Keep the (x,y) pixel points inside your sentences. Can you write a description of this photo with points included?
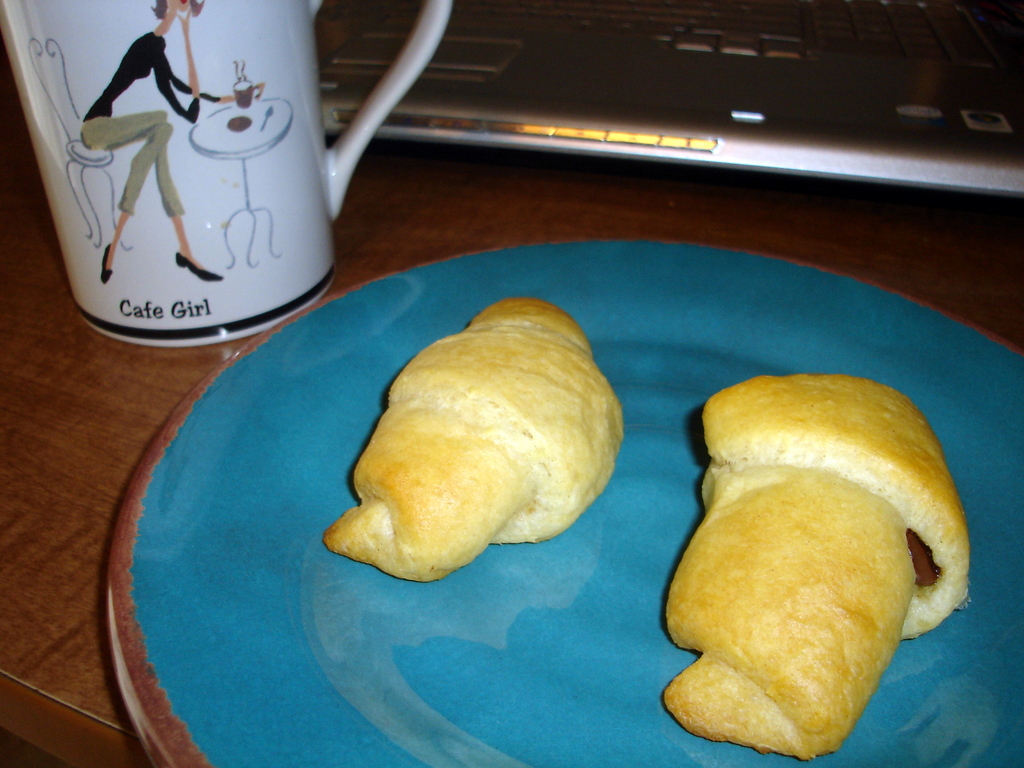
This image consists of food (466,511) which is on the plate (499,552) in the center (627,349). On the top (618,64) there is a laptop (636,64) and on the left side (134,150) there is a cup (133,140) which is white in colour.
